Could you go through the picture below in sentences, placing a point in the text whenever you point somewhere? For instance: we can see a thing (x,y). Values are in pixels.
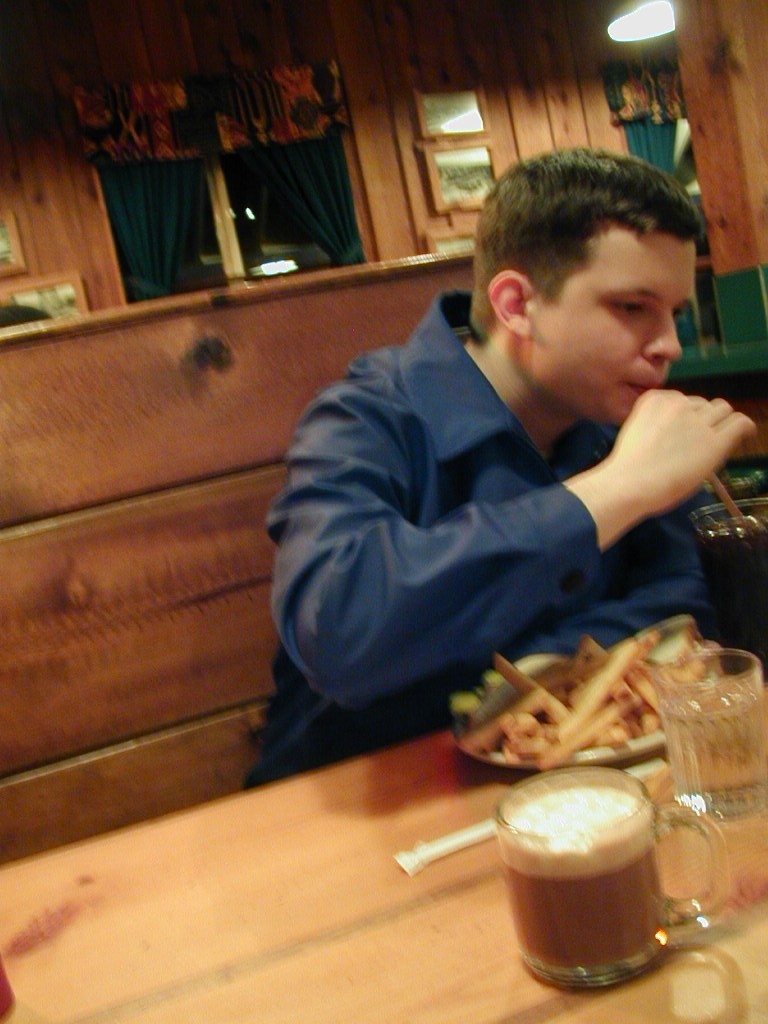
In this picture we can see a man (608,332) holding a straw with his hand (712,449) and drinking. On the table (721,908) we can see a cup (595,983) and a drink (538,882) in, a water glass (713,733), a plate (495,755) of snacks (595,697). He is sitting on a chair (216,502). On the background (6,244) we can see window (223,199), photo frames (441,142), lights (633,17).
